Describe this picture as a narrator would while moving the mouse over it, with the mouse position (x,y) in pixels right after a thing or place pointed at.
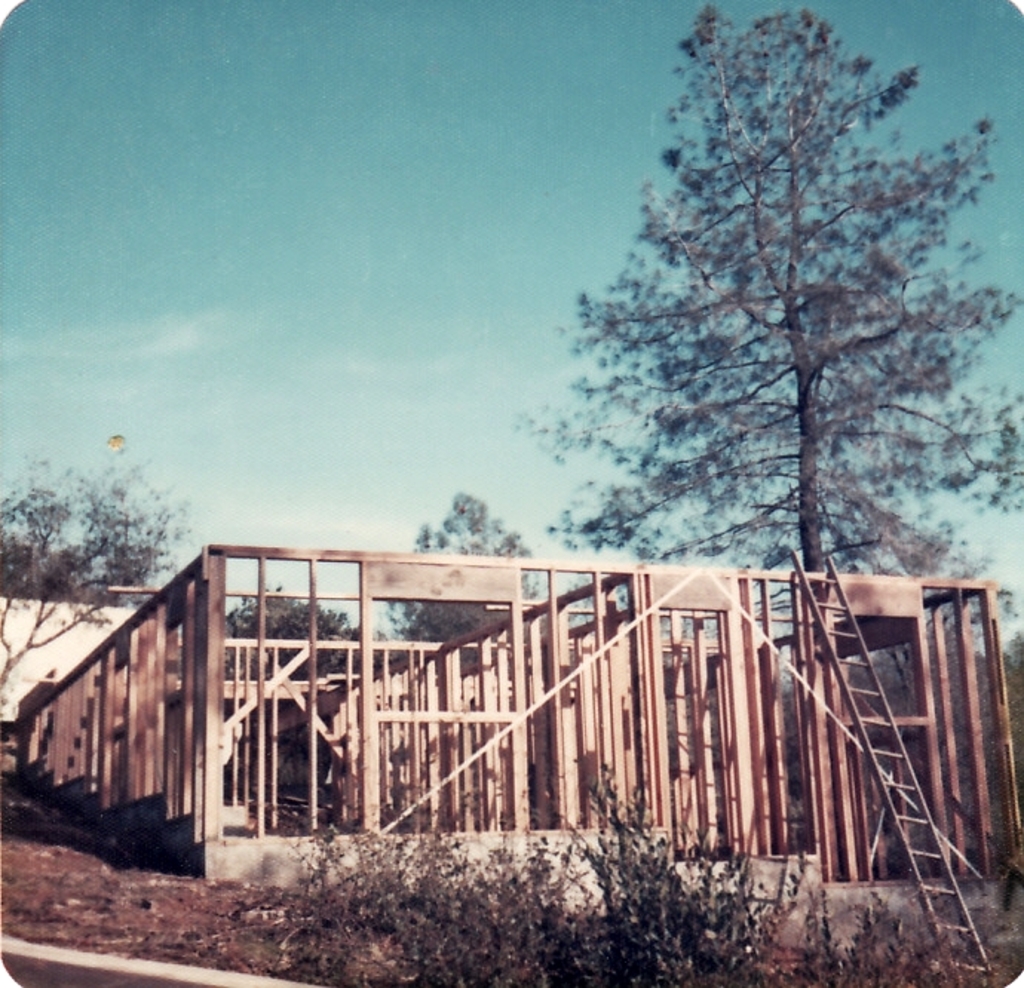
In this image I can see few wooden sticks (860,578), trees (888,688), ladder (942,857), white color wall (45,648), small plants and the sky (307,270) is in blue and white color.
